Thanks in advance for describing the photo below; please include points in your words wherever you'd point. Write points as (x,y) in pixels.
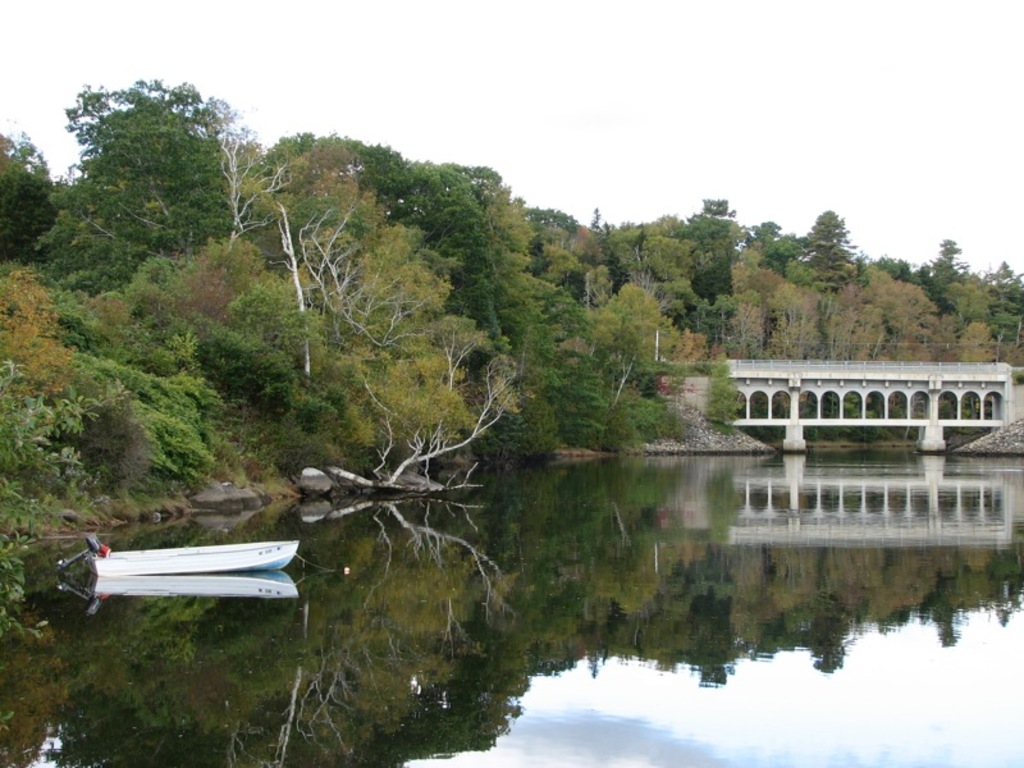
In the foreground of the image (447,547) we can see a boat (176,561) in the water (388,560). To the right side of the image (753,367) we can see a bridge (791,367). In the background (754,414), we can see trees (492,270) and the sky (621,80).
